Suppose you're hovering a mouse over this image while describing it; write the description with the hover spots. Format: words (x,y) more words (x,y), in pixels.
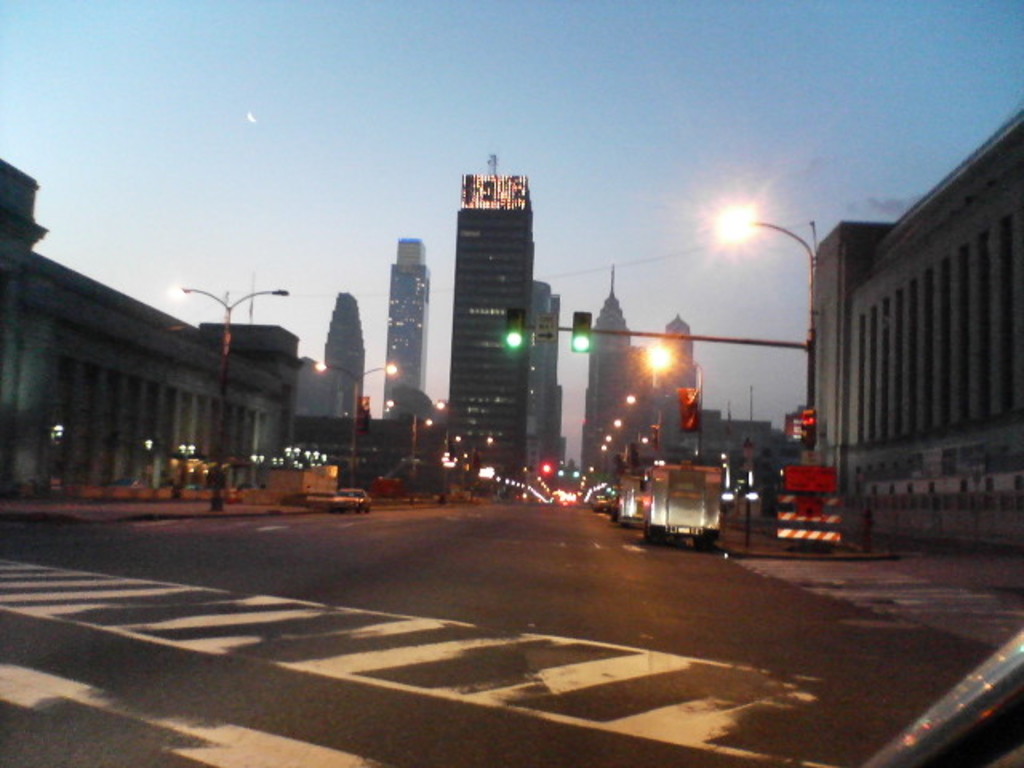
In this picture I see the road (950,605) in front (194,608) and in the middle of this picture (495,310) I see number of buildings (473,277), light poles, traffic signals (589,331) and vehicles (633,502). In the background (888,164) I see the sky (725,66).
